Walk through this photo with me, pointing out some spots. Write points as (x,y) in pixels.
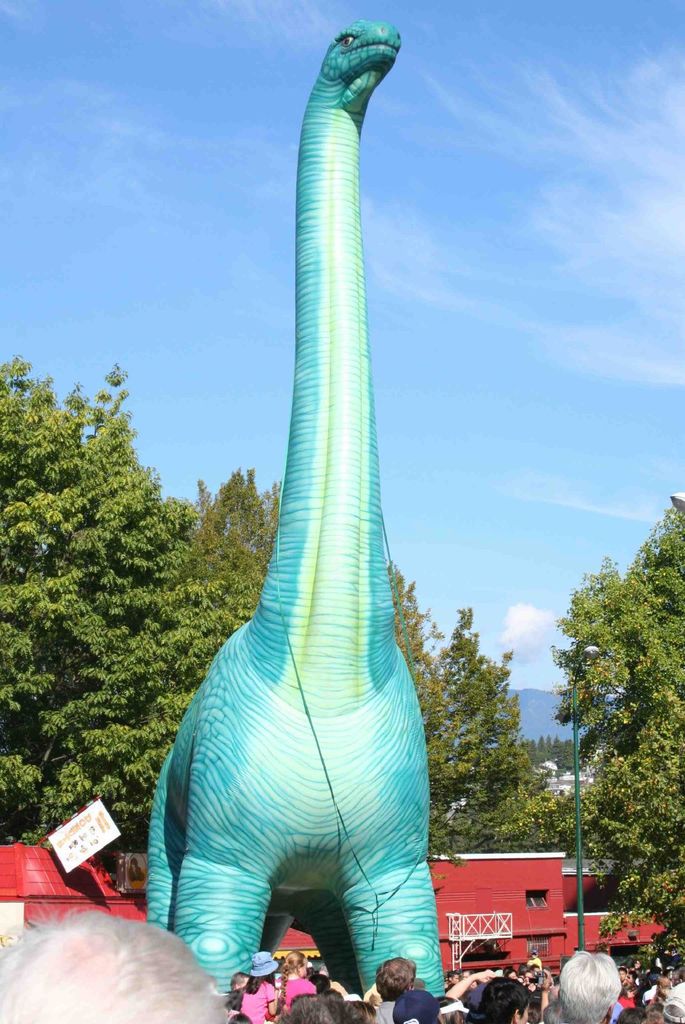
Here in this picture we can see a dinosaur statue (307,555) present on the ground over there and we can see people (351,1000) standing over there and behind it we can see trees (114,610) and plants (105,546) present all over there and we can also see clouds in the sky (188,421) over there.
